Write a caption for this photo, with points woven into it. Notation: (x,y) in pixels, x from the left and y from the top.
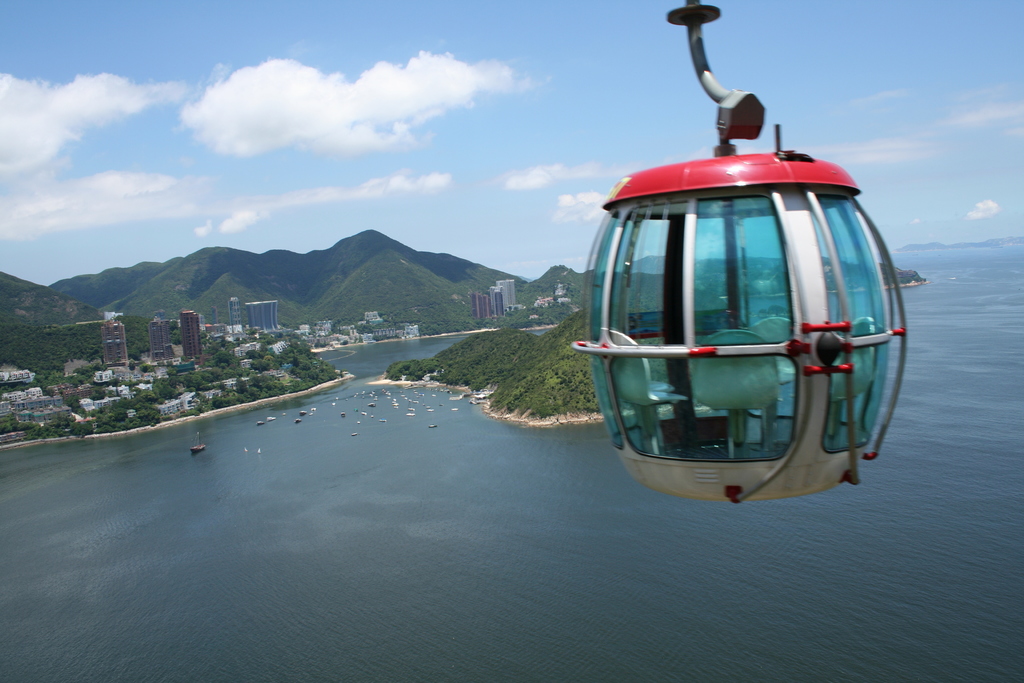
This picture is clicked outside the city. On the right (787,212) we can see a cable car (794,304). In the foreground (470,498) there are some items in the water body (418,417) and we can see the skyscrapers (198,318), trees (225,354), hills (385,309). In the background (500,136) there is a sky (338,145) with some clouds (40,126).
